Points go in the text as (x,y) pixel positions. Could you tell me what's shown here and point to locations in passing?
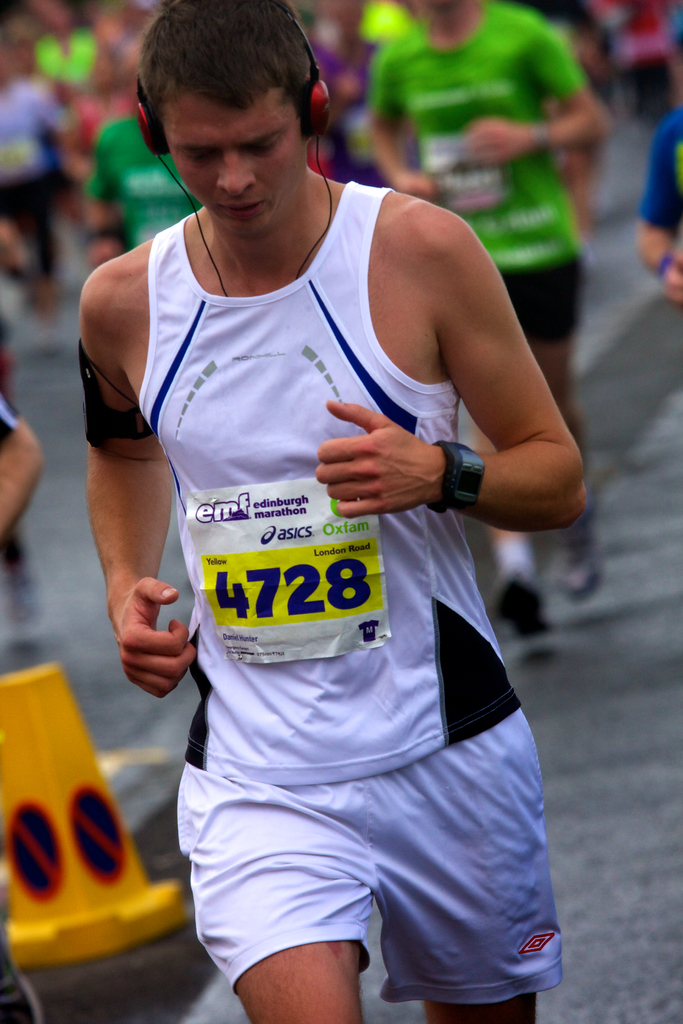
This is the man (440,742) running. He wore a T-shirt (304,407), headset (330,198), short (412,829) and wrist watch (461,485). This looks like a badge (250,539). In the background (79,142), I can see few people (513,159) running. On the left side of the image (49,697), that looks like an object (62,760), which is yellow in color.
